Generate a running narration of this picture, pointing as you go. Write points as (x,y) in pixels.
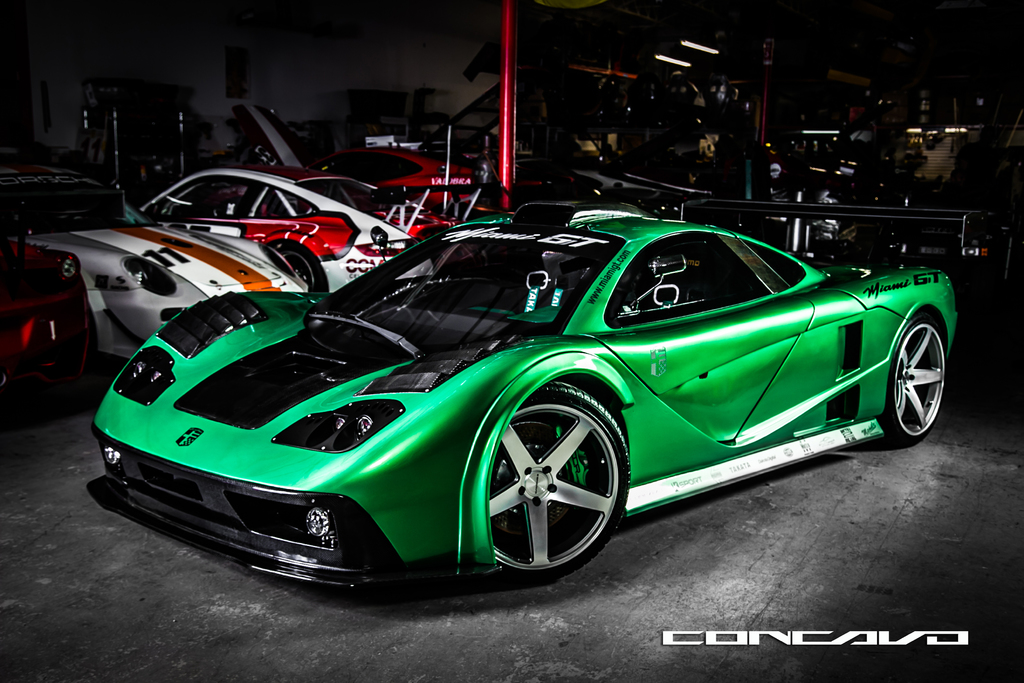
In this picture I can observe green color car (423,457) on the floor (764,533). In the background (361,202) I can observe some cars (131,229) parked on the floor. I can observe red color pole (507,121) in the middle of the picture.
